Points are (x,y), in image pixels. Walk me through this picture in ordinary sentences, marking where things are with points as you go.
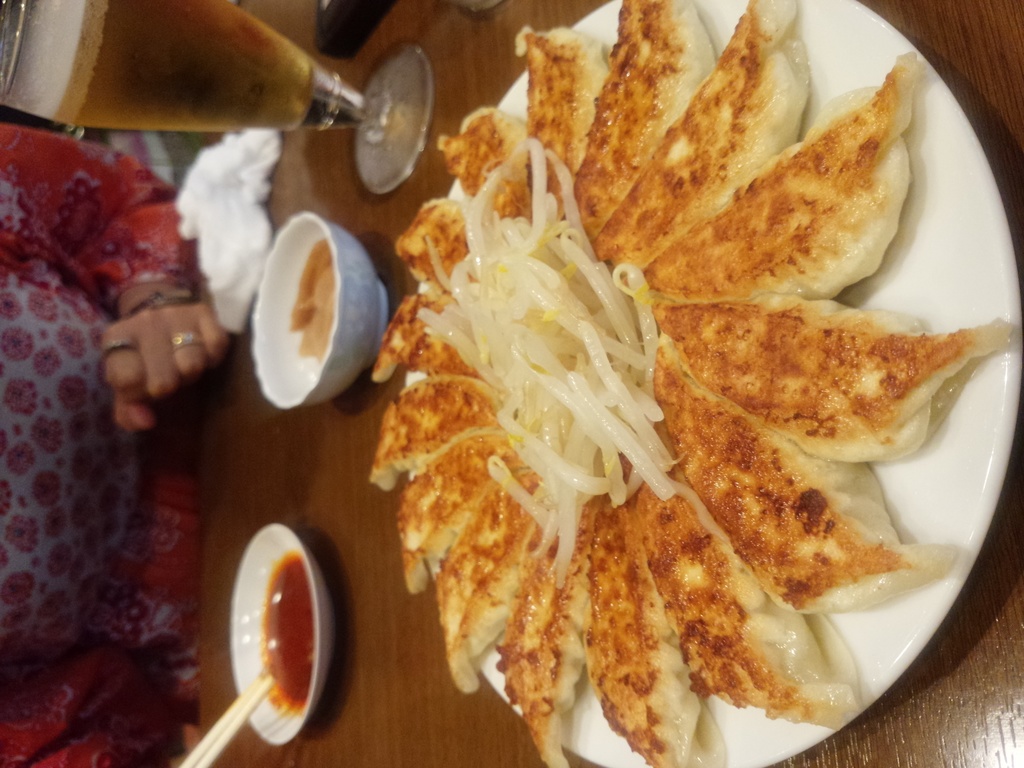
I can see a plate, bowls (294,289) and a glass (249,85), which are placed on the wooden table (937,661). These bowls (333,340) and a plate (412,356) contains the food items (488,363). On the left side of the image (83,364), I can see a person (16,454). This looks like a tissue paper (232,225), which is on the table (297,190).
